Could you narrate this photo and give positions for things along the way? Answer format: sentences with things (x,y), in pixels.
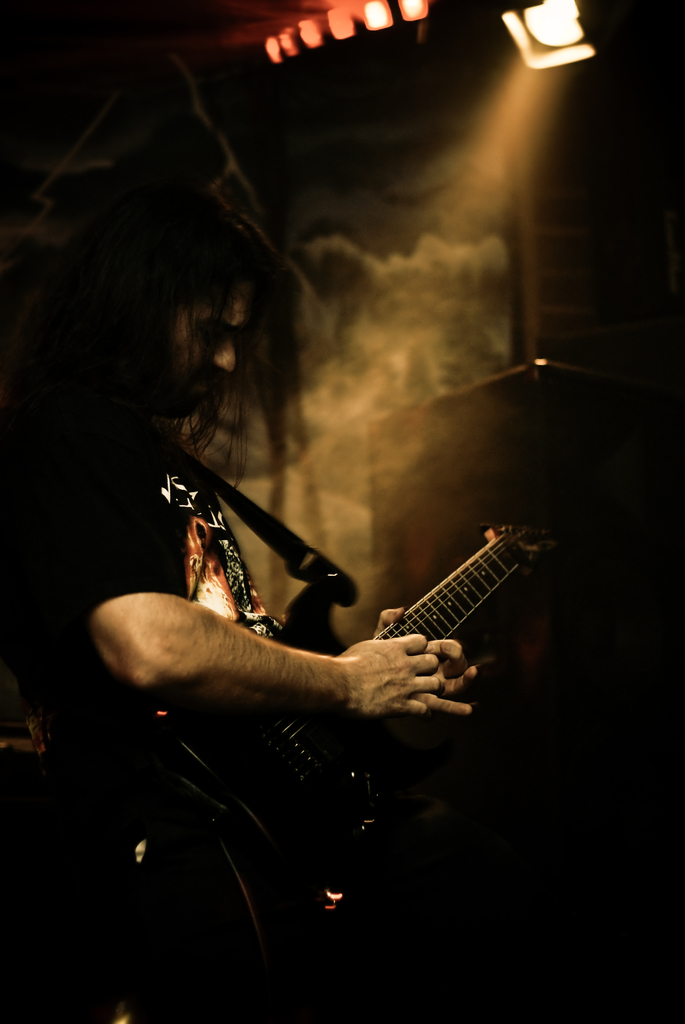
In this image there is a person (212,680) wearing black color T-shirt (164,590) playing guitar (371,839).
